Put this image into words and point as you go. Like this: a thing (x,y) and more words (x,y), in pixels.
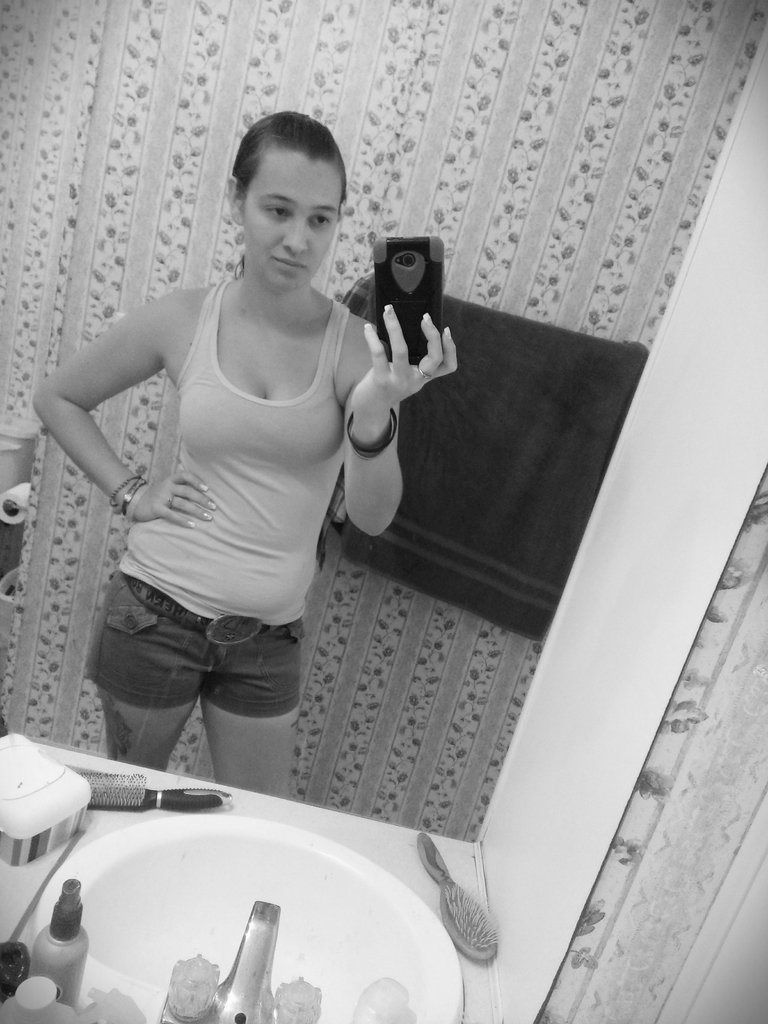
In the image we can see black and white picture of a woman (303,558) wearing clothes (208,459), bracelets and she is holding a mobile phone (399,280) in her hand (390,315). Here we can see basin (228,936), water tap (245,952), combs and bottles (38,934). Here we can see tissue roll (15,520) and the wall (170,66).
